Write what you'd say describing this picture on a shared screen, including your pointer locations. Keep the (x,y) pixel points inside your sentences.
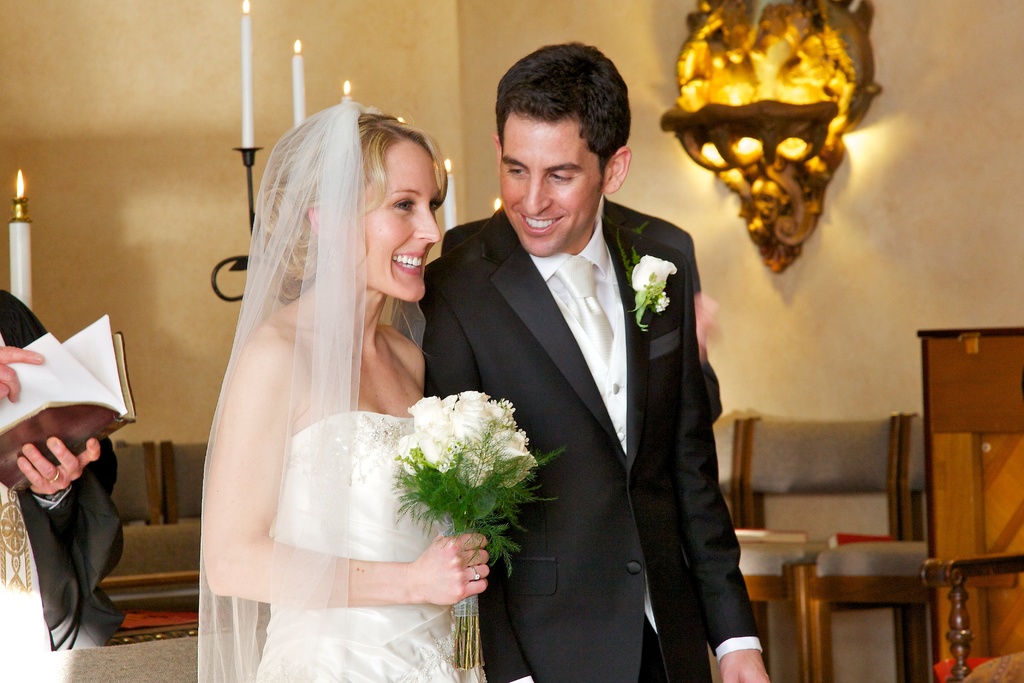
In a room (406,462) there is a bride (406,239) and groom (502,591) standing and smiling. The bride (311,406) holding bunch of white flowers (474,645) and behind them there are chairs (878,604) and stand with candle (244,110) on it.
